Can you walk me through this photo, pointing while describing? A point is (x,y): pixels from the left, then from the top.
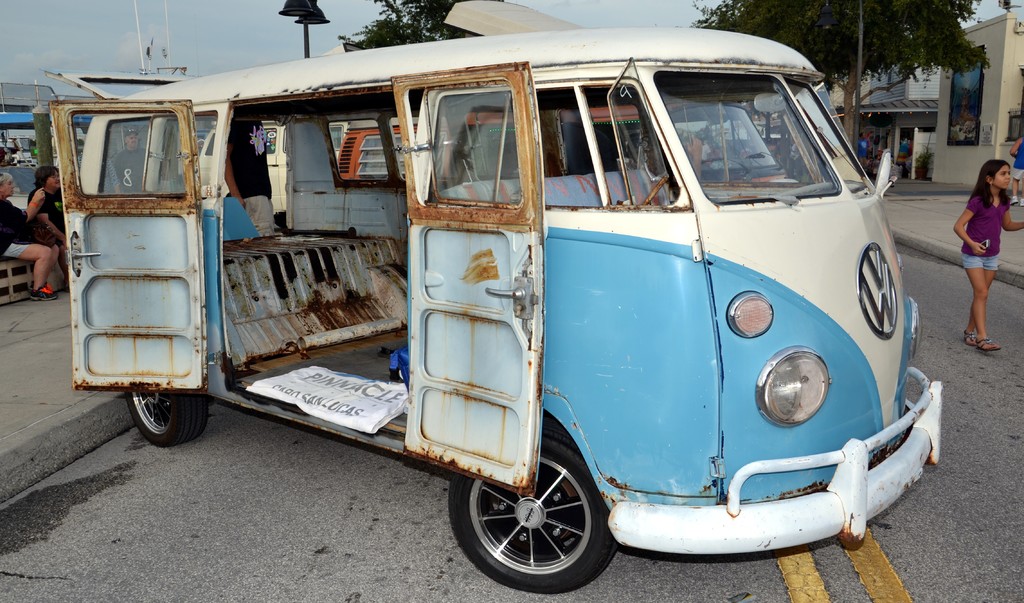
In the foreground of the picture (472,224) there is a van (301,164). On the left (32,243) we can see people (18,243), bench (16,270) and buildings (6,122). On the right (981,246) there is a girl (981,246) and footpath (949,223). In the background (249,32) there are trees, building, street light (309,17) and sky (210,45).
